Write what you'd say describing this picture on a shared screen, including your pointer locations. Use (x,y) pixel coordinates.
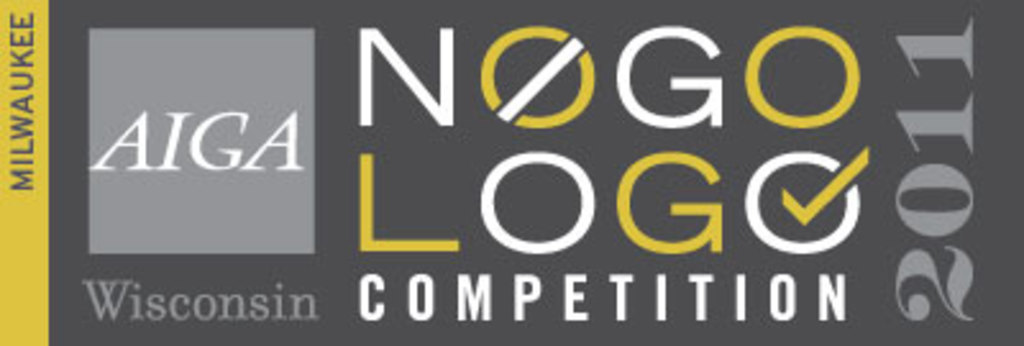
In this picture we can see a poster (657,229), there is some text (820,245) and numbers (952,225) on the poster (943,265).
